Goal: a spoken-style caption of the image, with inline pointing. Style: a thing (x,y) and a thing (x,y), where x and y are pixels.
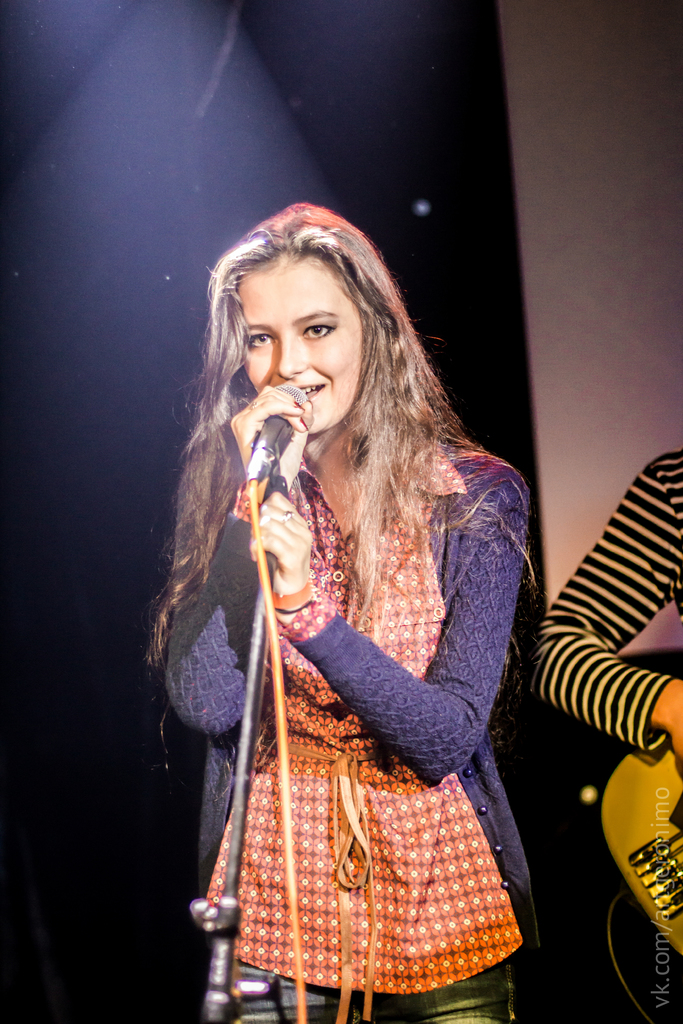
These two persons (475,649) are standing and this person (288,473) singing and holding, microphone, this person (669,527) holding musical instrument (637,857). There is a microphone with stand (225,1023). On the background (541,209) we can see wall (543,139).
